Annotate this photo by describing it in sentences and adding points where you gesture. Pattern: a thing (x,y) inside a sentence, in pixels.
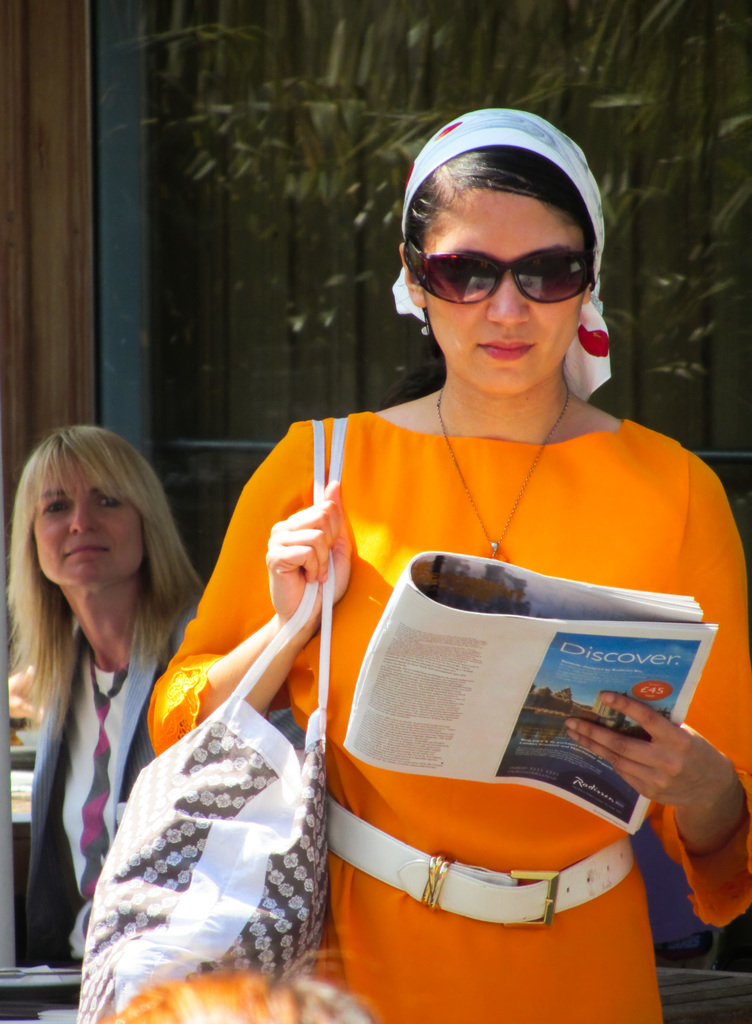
In this image we can see a woman (253,604) standing by holding a bag (230,850) in one hand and book (626,719) in the other hand (704,787). In the background (227,98) we can see plant (335,72), wall (65,192) and a woman (111,632).
